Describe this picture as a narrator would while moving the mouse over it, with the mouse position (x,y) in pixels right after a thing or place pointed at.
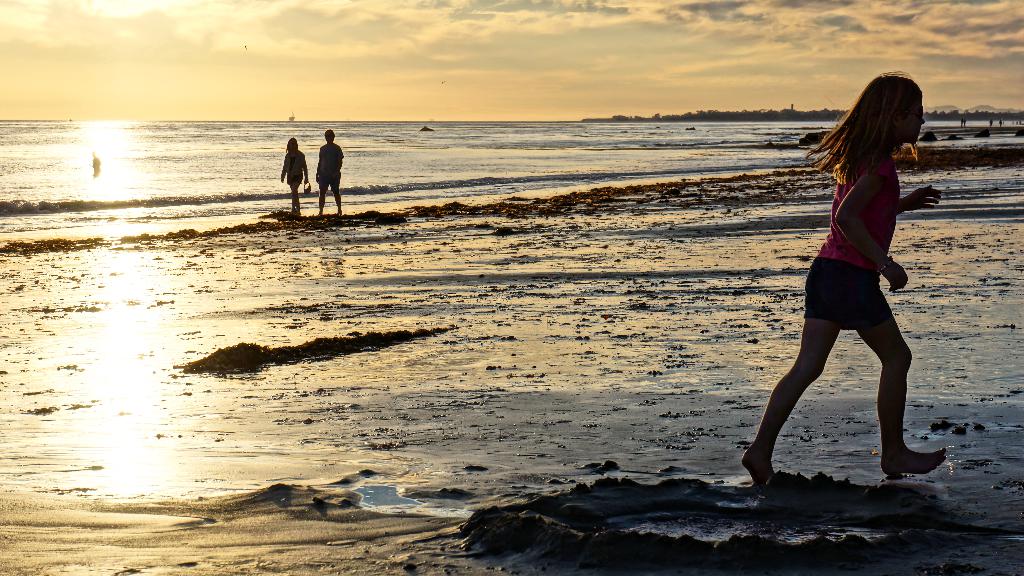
Here we can see three persons (861,250). This is water (549,152). In the background (692,113) we can see trees (783,113) and sky (692,59) with clouds (722,70).
